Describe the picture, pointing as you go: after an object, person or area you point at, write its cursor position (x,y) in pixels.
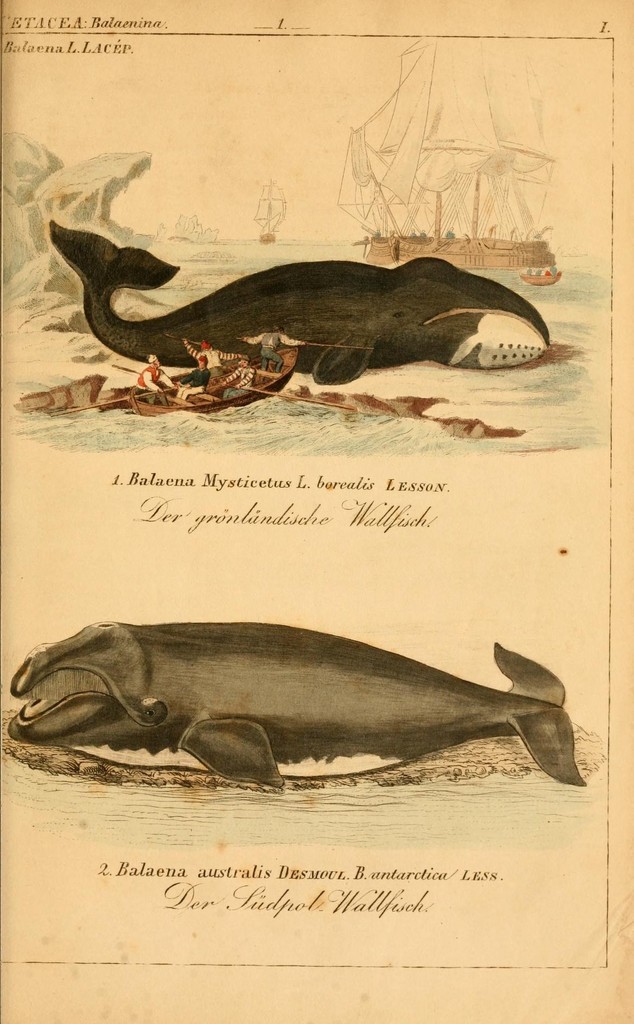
It is a paper (267,321), there are images (285,638) of two whales (277,636) on it and few persons (264,355) are rowing the boat (222,378), on the right side (521,119) there is a ship (489,218) in the water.
